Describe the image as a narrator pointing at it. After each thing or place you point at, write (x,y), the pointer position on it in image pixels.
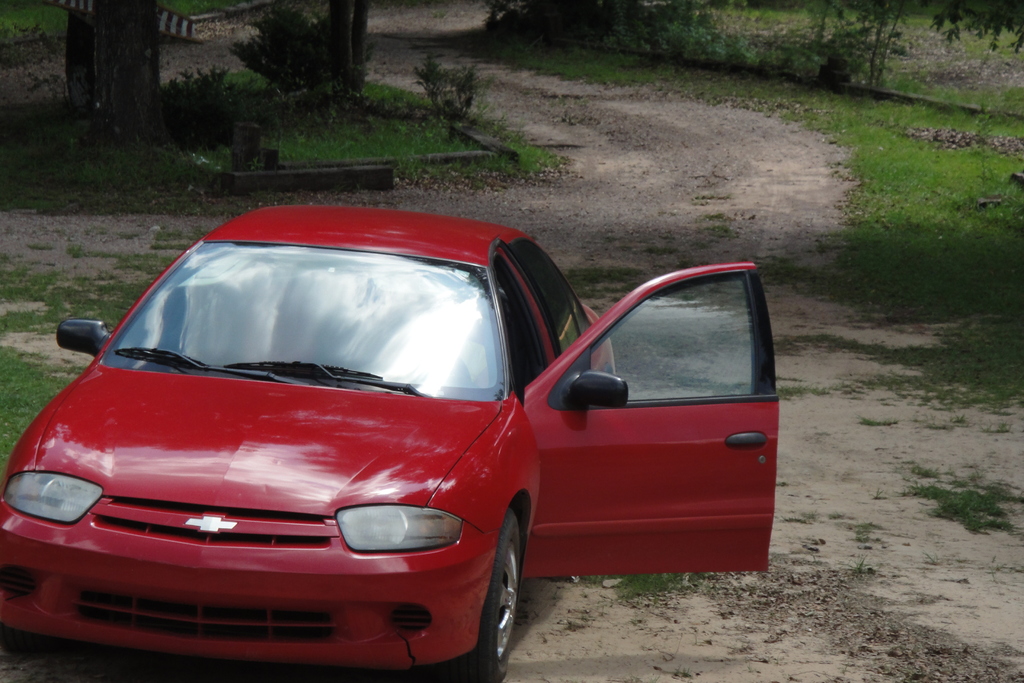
In this image I can see a car (256,344) on the ground (532,601). In the background (945,184), I can see the grass (882,133), some plants (316,66) and trees (81,88) on the ground (483,97).
